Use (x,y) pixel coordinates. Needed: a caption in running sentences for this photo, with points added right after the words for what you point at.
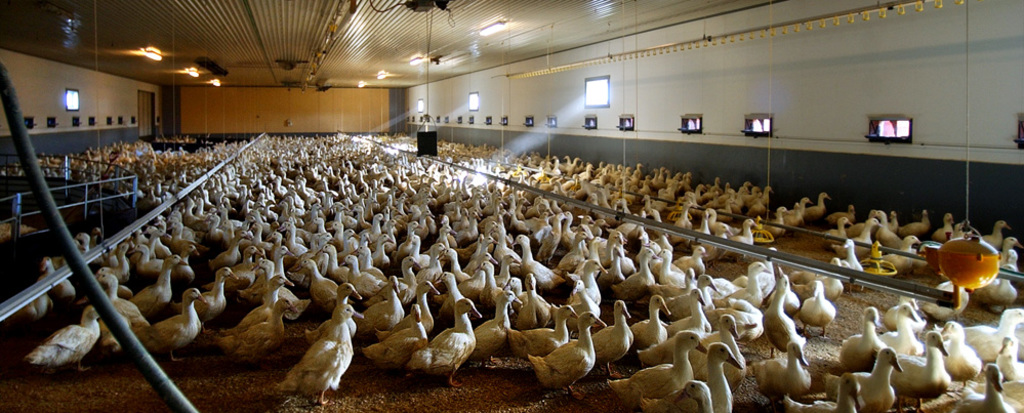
In this image I can see group of white color birds (587,298) on the ground (381,375). Here I can see a wall (569,113) which has windows (475,106) and some other objects (893,127). I can also see a fence (123,202) and lights (155,55) on the ceilings (186,34).
